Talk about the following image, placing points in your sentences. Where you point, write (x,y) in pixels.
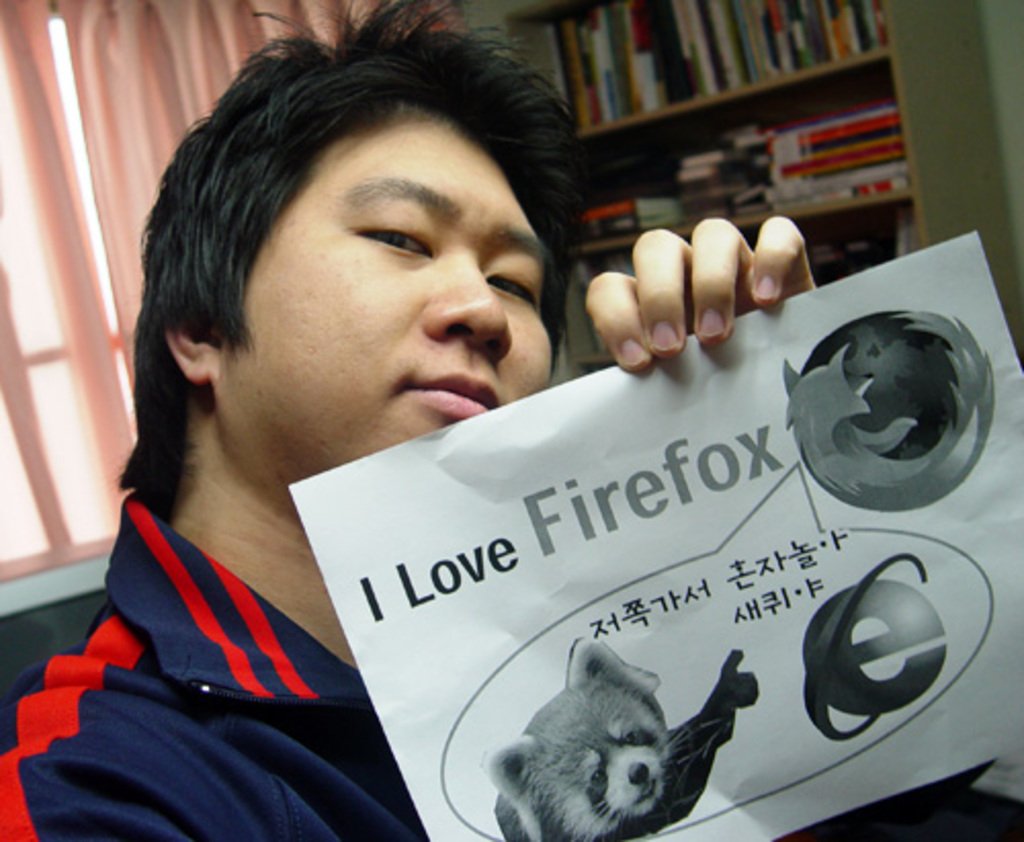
In front of the image there is a person (241,394) sitting on the chair (68,616) and he is holding the paper (619,603). On the paper (478,545) there are pictures (933,370) and there is some text (499,568). Behind him there are books (711,197) on the rack (650,134). There are curtains (22,483) and there is a window (61,131).
